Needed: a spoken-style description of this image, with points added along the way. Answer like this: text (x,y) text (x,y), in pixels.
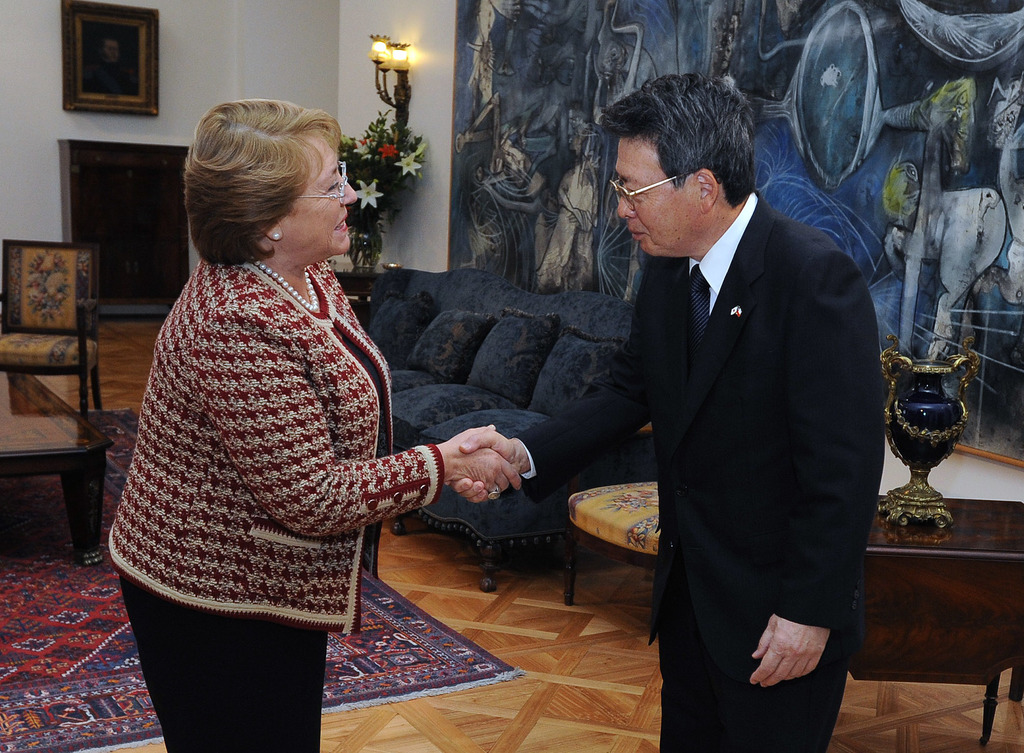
In this picture we can see a woman (257,403) and a man (631,409), they are greeting each other and they wore spectacle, in the background (566,336) we can see a sofa (421,320), chairs (79,277) and tables (46,407), and also we can see flower vases (360,252), lights (386,65), paintings (546,170) on the wall (321,72).
